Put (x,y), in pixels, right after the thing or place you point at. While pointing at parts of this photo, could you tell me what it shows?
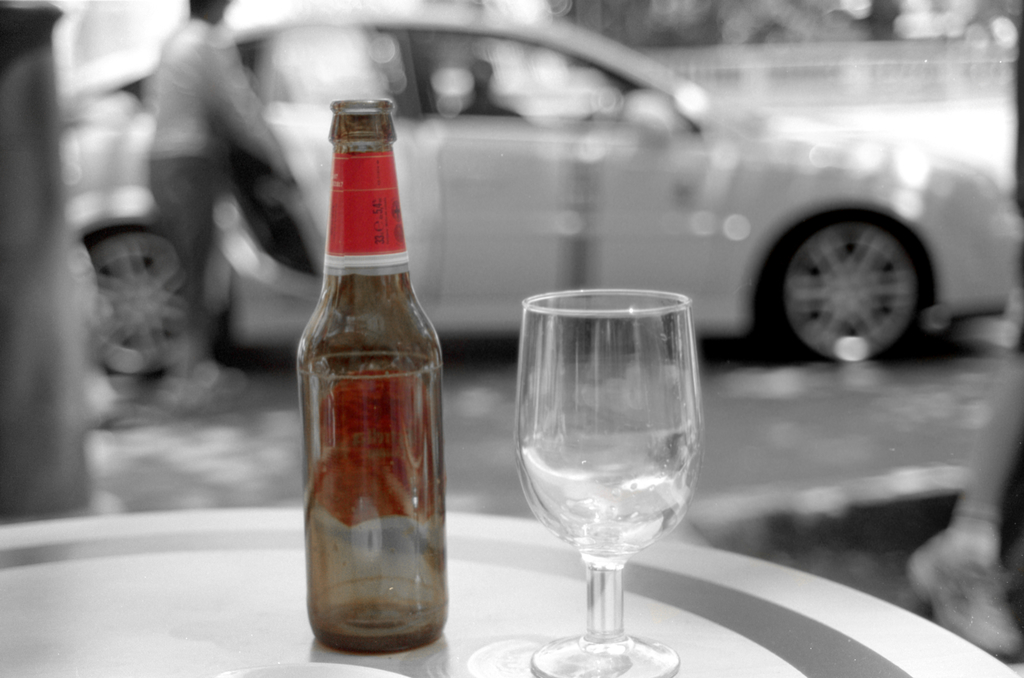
In this picture we can see a empty bottle (411,424) and a empty glass (589,437) which is placed on a table (708,631), in the background (209,181) we can see a man (204,120) and there is a car (526,194), we can see a shoe (967,558) on the right side of the image (970,548).
